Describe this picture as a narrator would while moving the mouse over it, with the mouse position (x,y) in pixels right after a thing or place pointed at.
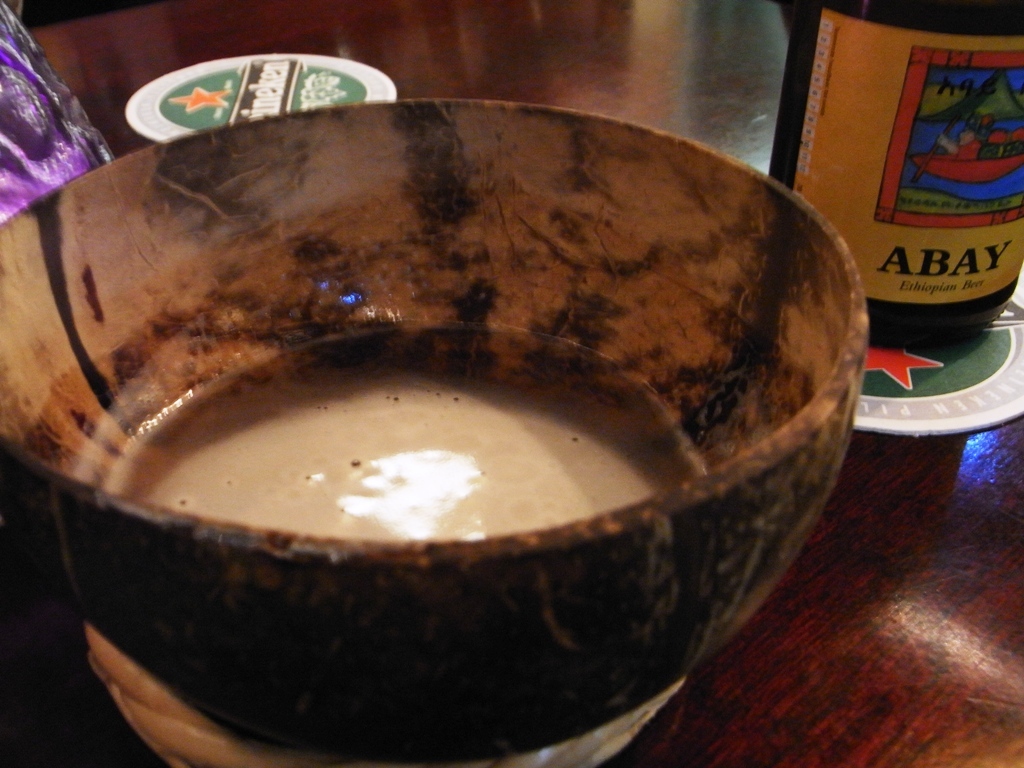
In this image there is a bowl (582,385) with a liquid (165,485) in it, and there are coasters (1023,406) and a bottle (857,177) on the table (581,33).
